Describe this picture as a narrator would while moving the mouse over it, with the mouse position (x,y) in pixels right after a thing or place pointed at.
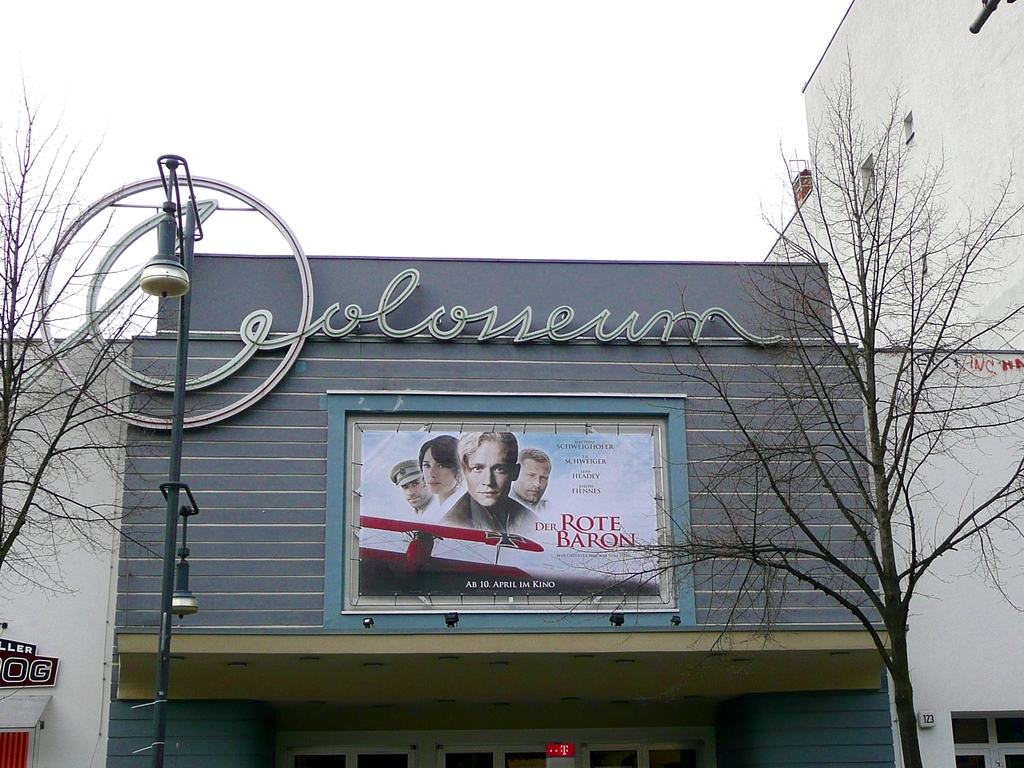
In this image I can see the building (478,333). In-front of the building (483,371) I can see the trees (42,435) and the light pole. I can see the boards (365,487) to the building (444,408). In the background (408,108) I can see the sky (359,112).
